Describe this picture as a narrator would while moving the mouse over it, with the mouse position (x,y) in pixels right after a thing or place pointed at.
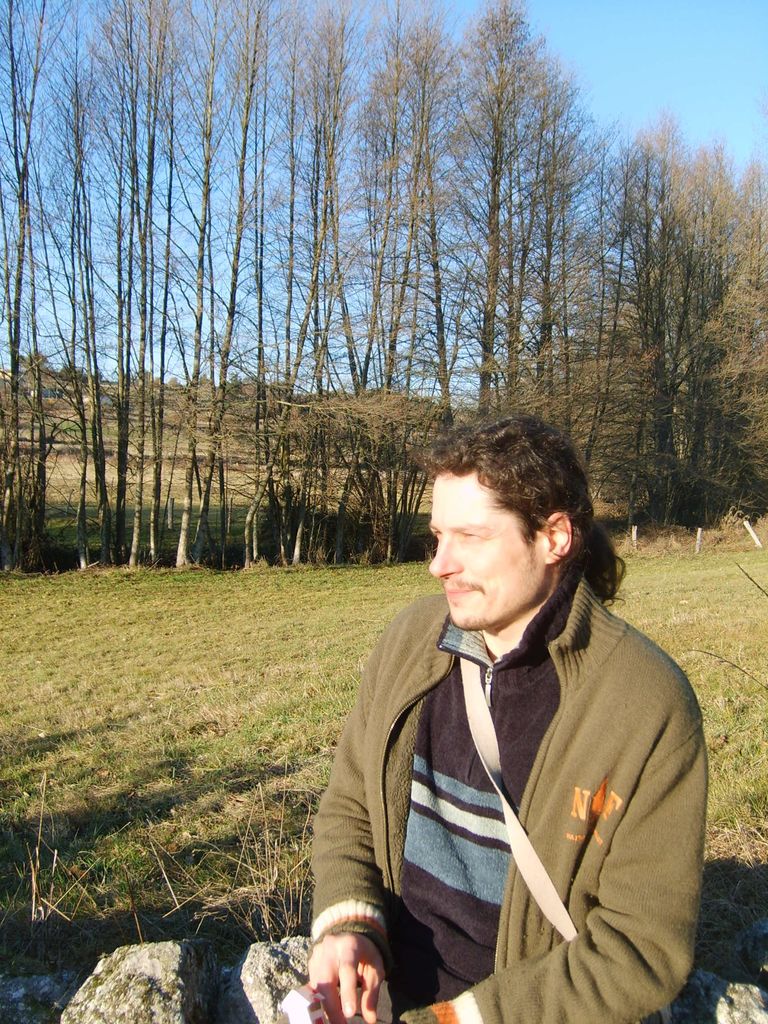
In the image there is a man (621,786) and behind the man (602,704) there is a lot of grass (754,802) and behind the grass (1,866) there are many tall trees (377,337).
